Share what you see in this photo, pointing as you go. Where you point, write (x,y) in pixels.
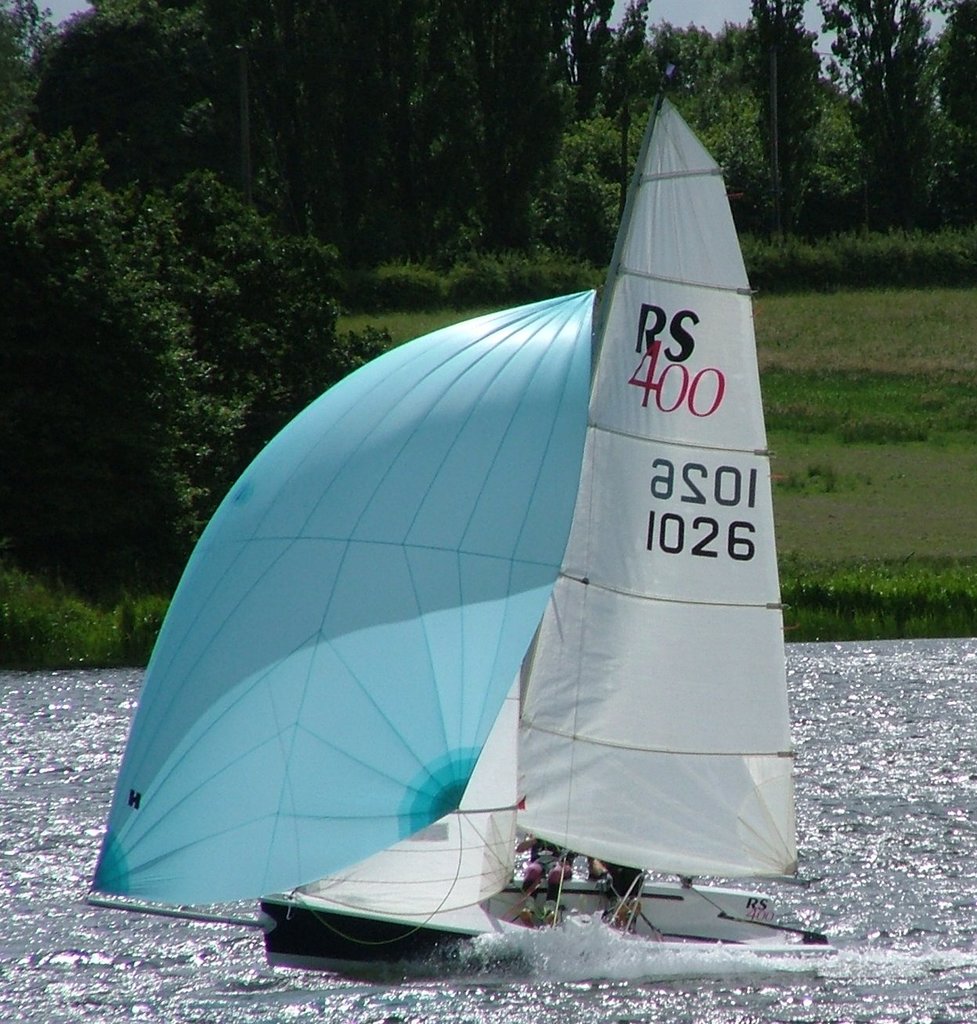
In the center of the image (477,526) we can see a boat (436,726) and also we can see two persons (571,862). In the background of the image (904,480) we can see trees (114,320), grass (870,488), ground (875,519), water (866,782). At the top of the image (709,3) we can see the sky (701,12).
